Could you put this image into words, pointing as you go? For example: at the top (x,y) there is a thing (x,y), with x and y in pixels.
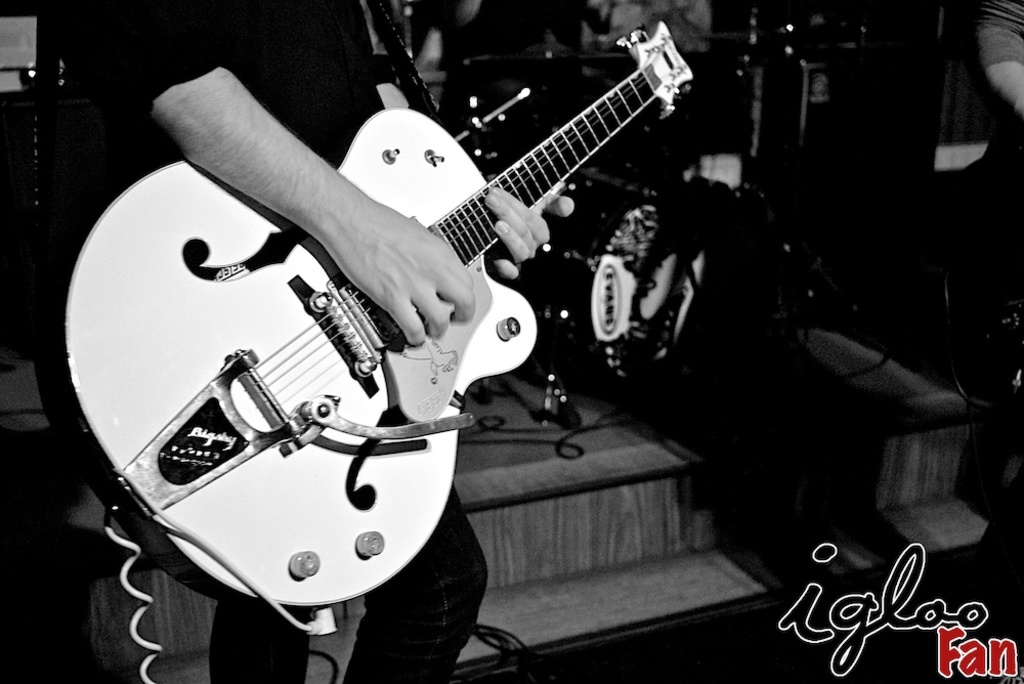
This picture is a black and white image. In this image we can see one truncated person (336,243) playing a musical instrument (484,219), few musical instruments (624,306) on the floor (635,399), some wires (519,662), some objects (19,119) in the background (873,170), one staircase (632,590), one person's hand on the top right side of the image (1005,12), some text (1009,642) on the bottom right side of the image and the image is dark.
